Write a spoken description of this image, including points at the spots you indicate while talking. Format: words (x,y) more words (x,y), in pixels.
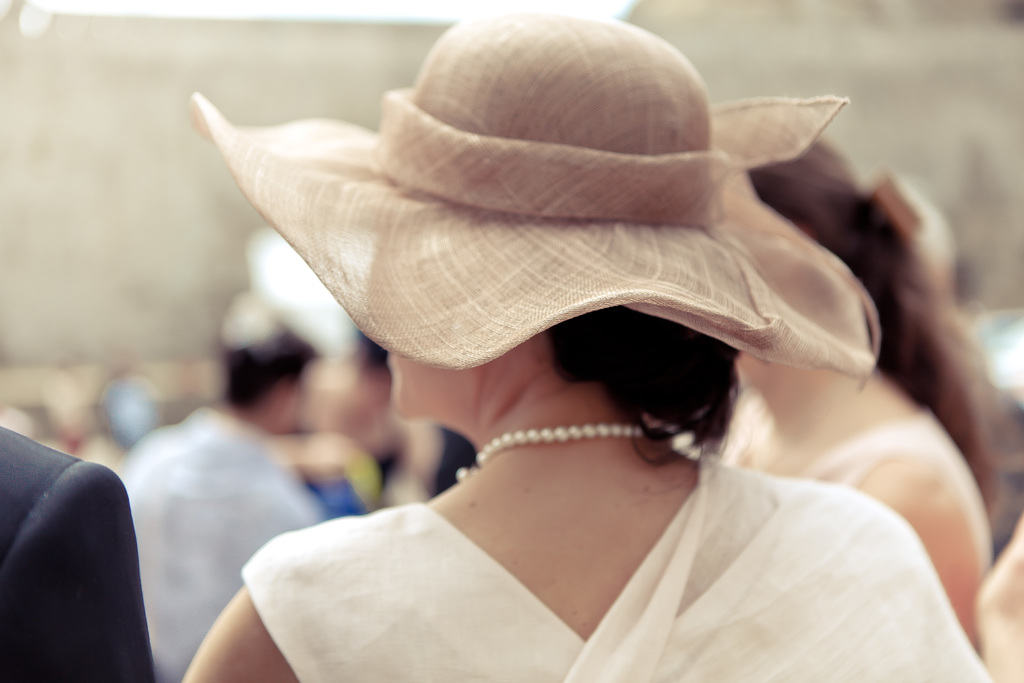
This is the picture of a person (741,512) who is wearing the hat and has some chain (520,437) around the neck (532,418) and behind there are some other people (45,599).
